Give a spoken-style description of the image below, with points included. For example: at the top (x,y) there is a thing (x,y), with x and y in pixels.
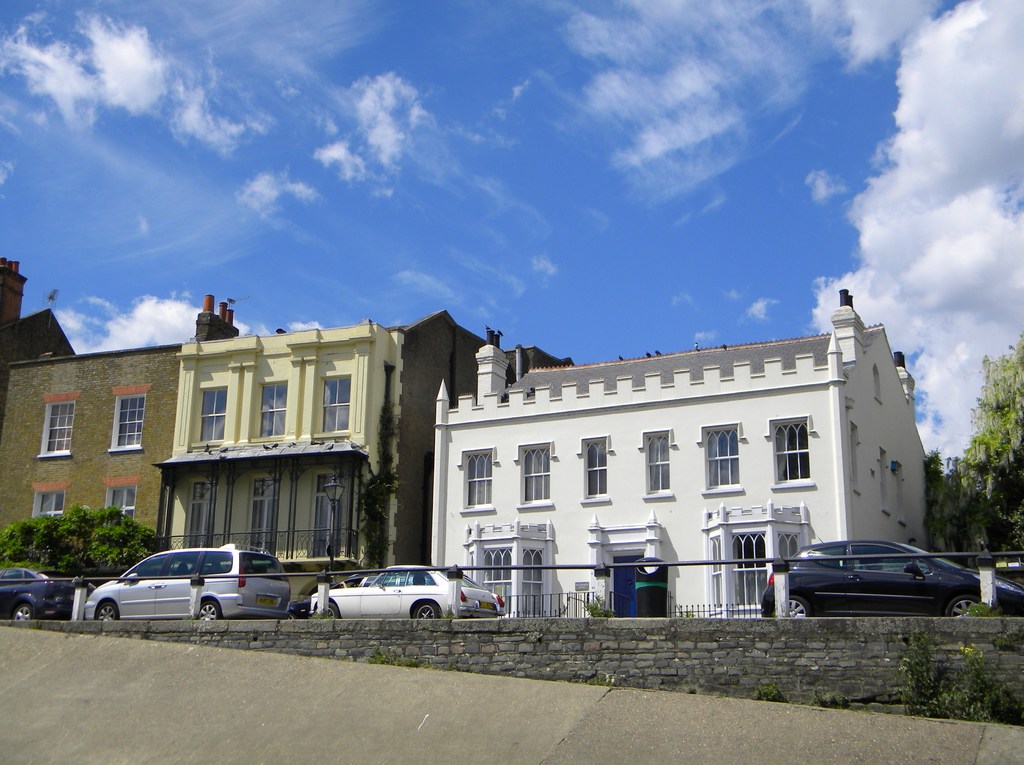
We can see wall (722,639), plants (960,672), rod (553,568) and cars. In the background (663,542) we can see bin (644,575), buildings (482,537), trees (1018,489) and sky (514,35) with clouds (917,249).
